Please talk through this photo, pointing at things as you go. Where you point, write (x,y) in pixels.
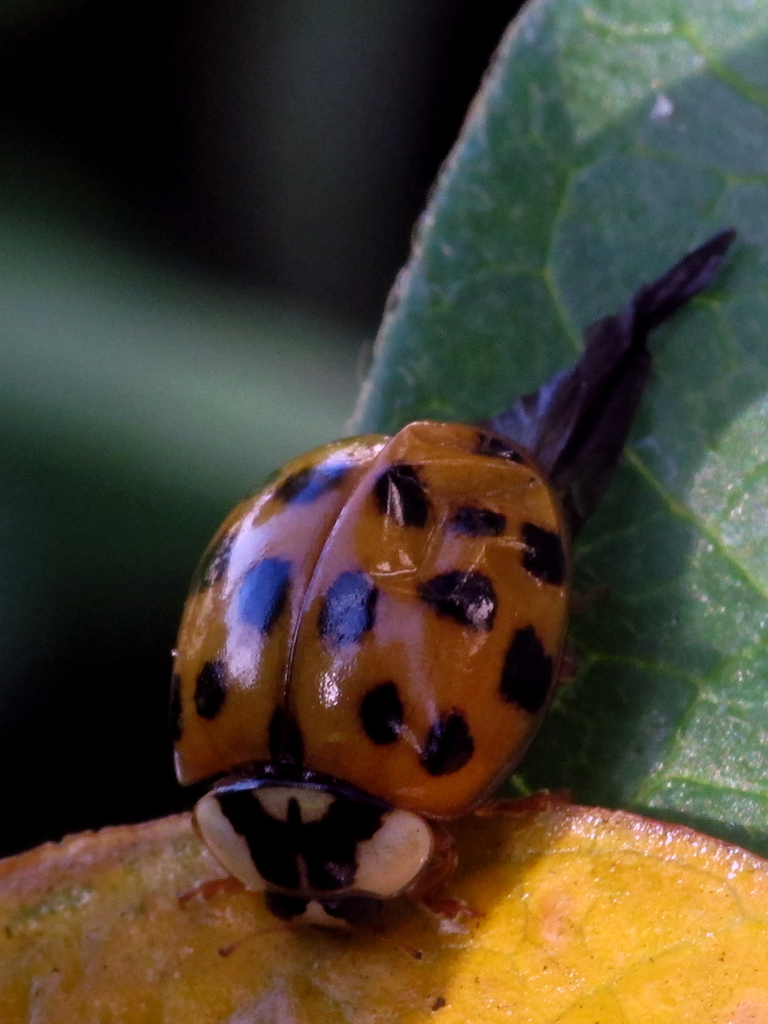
In this picture I can see a bug (370,437) in front (456,472), which is of orange and black color and I see that it is on a leaf (610,289). On the bottom of this picture (504,844) I can see a orange color thing (140,906) and I see that it is blurred in the background (294,415).
